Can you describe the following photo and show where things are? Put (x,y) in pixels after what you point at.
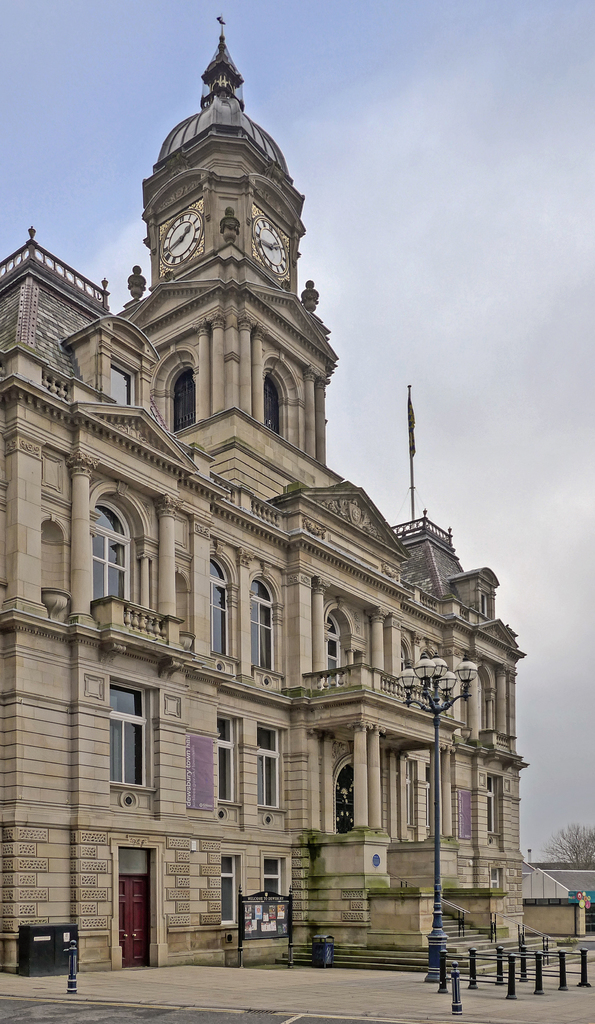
In this image we see there is a big building (251,432) and the background (453,12) is the sky (438,214).
